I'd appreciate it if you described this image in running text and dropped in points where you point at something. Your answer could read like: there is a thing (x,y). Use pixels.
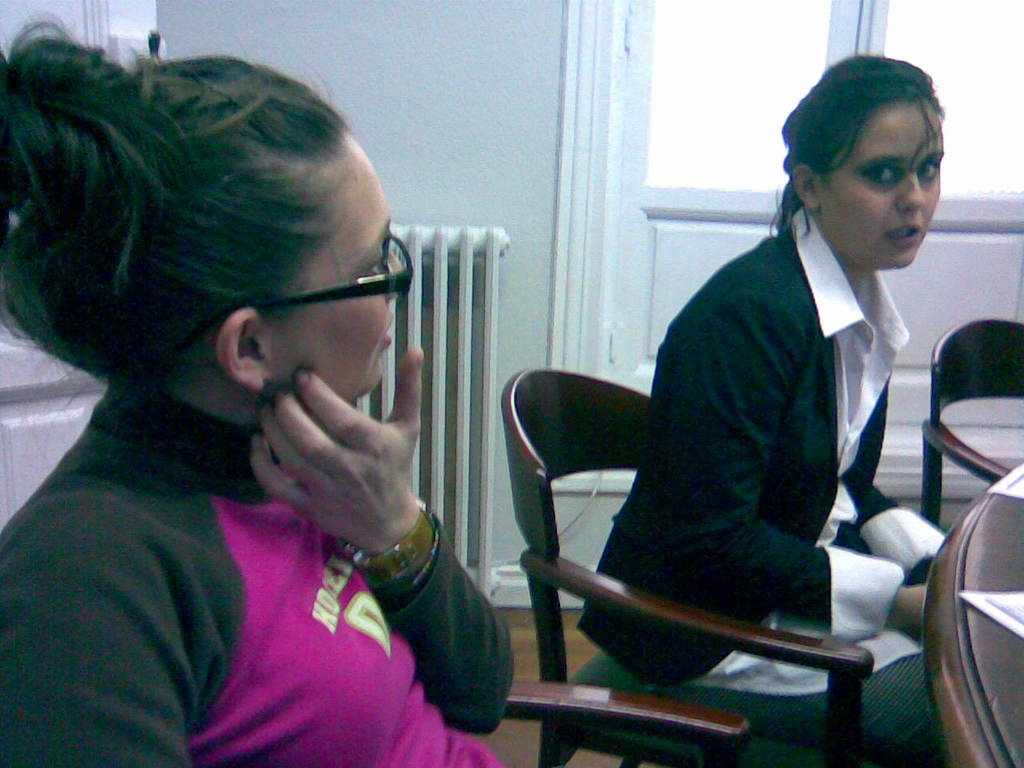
In this image there are two women (732,591) sitting on chairs (660,728), in front of them there is a table (1010,497), in the background (491,134) there is a wall (558,33) for that wall (227,49) there is a door (965,178).
